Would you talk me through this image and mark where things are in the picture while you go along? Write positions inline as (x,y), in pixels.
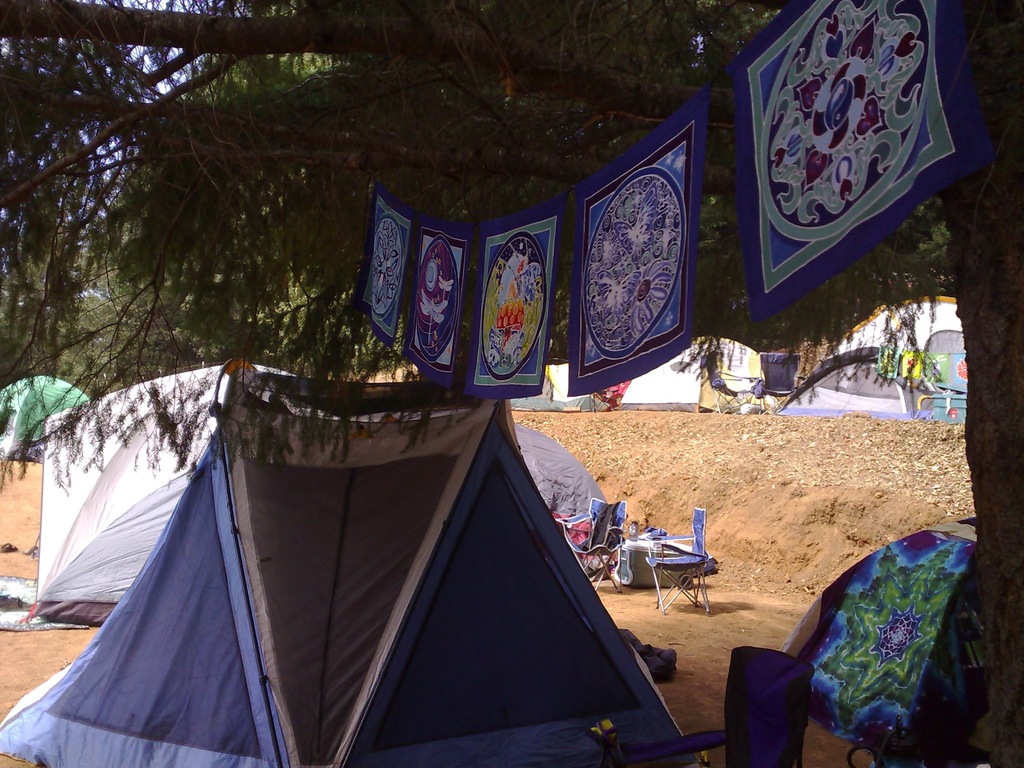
In the image there are many tents (369,495) on the mud land (727,621), on the right side (997,250) there is a tree (520,89) with a hanger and some clothes (761,218) hanging to it, in the middle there are some chairs (674,559) on the land (711,587).
